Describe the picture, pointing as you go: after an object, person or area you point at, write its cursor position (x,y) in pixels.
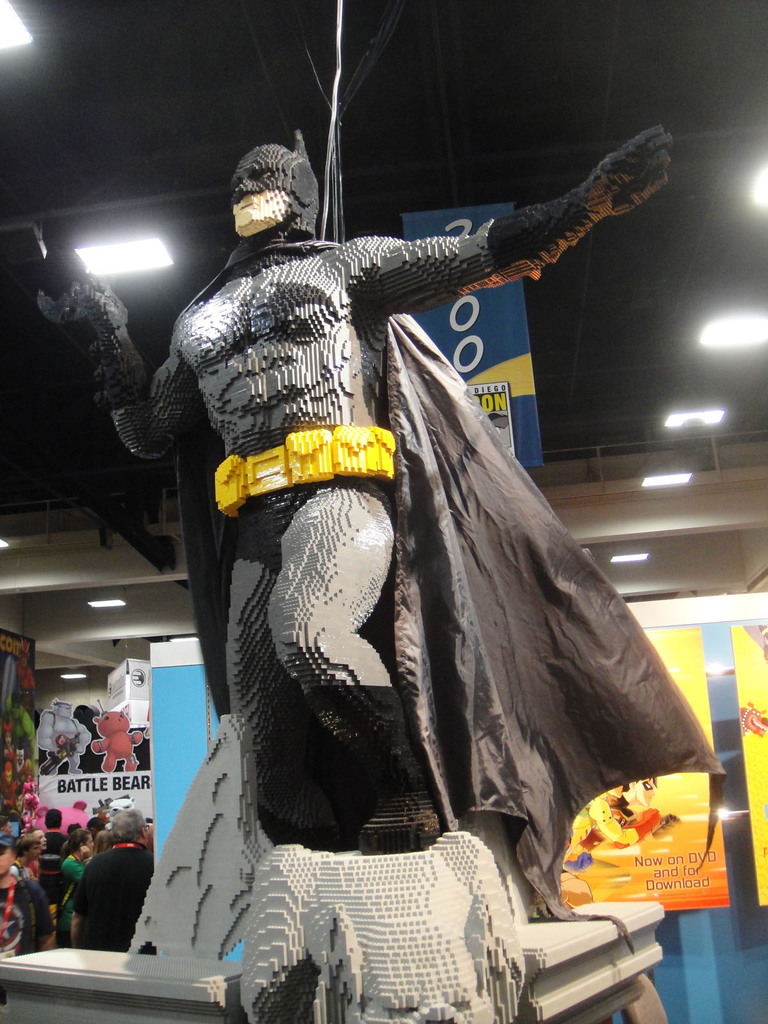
In this picture we can see a statue (357,742) on a platform (432,864) and in the background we can see people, posters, lights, rods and some objects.
